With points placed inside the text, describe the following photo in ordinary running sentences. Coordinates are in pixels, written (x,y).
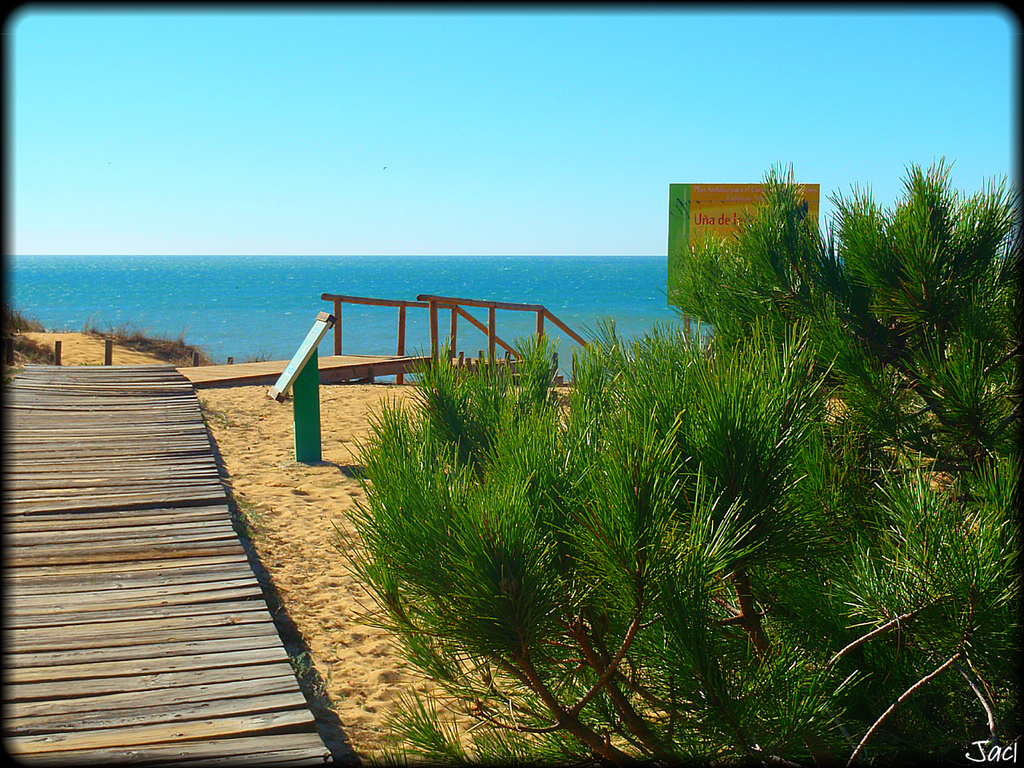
In this image I can see the wooden path (104,398). To the side I can see the board (302,411) and the plants (615,461). In the background (267,320) I can see the railing (433,354), water (275,307) and the sky (376,239).
